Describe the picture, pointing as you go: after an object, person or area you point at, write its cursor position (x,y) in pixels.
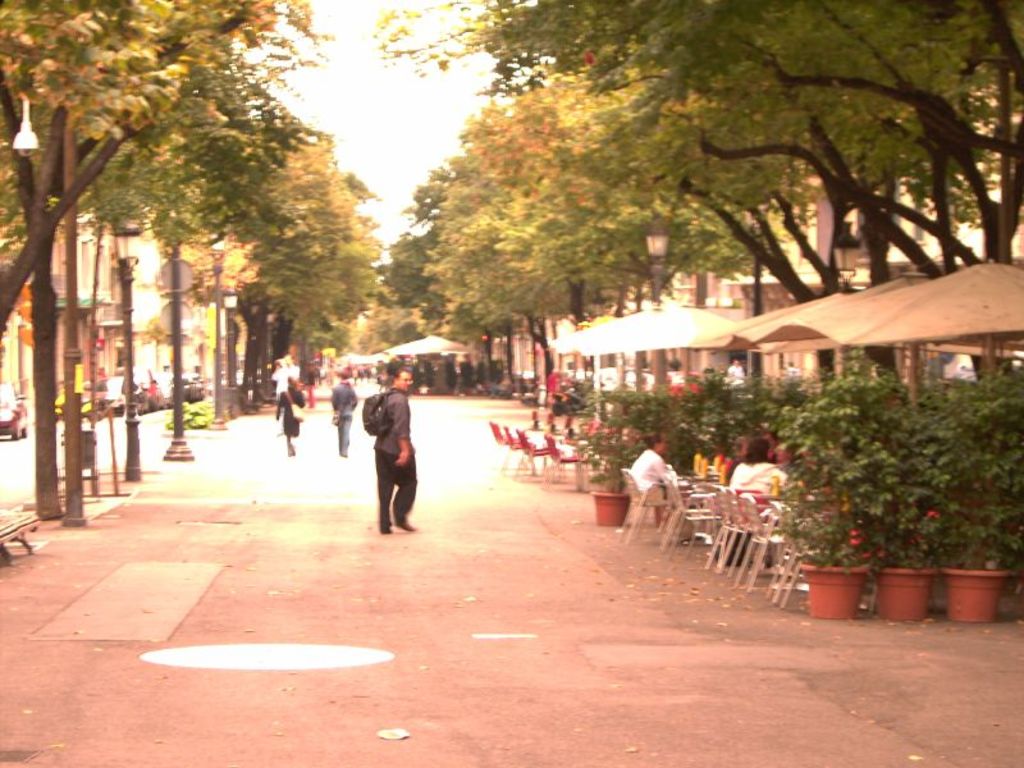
In this picture we can see some tents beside the road (501,598), few people (652,466) are sitting on the chairs (679,474). Some are walking on the road (259,462).
